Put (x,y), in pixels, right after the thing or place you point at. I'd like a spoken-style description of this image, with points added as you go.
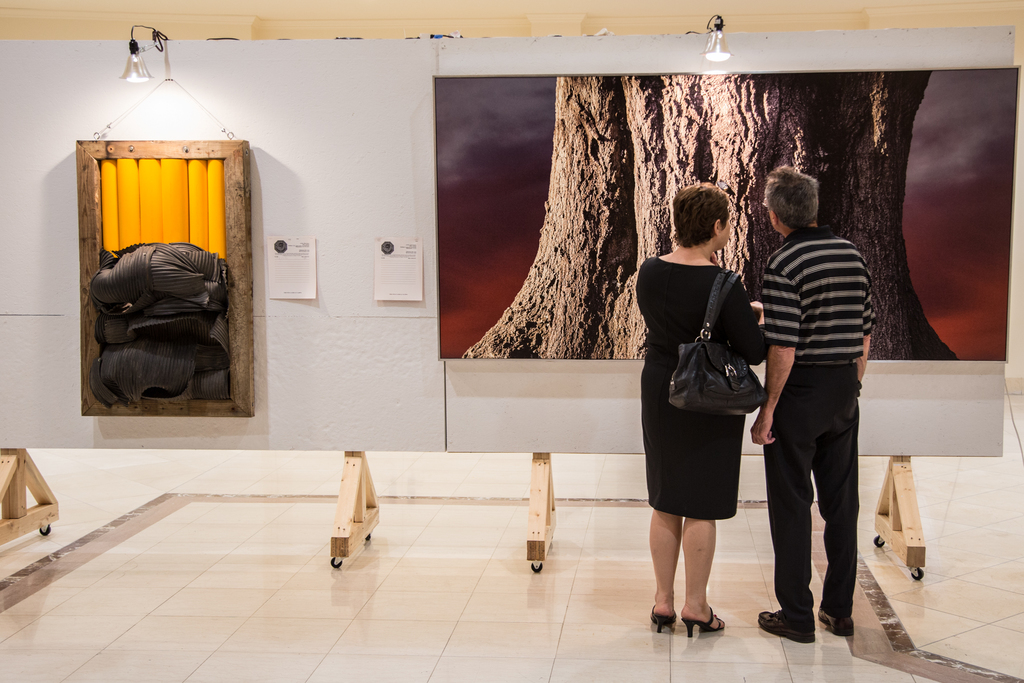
There is one man (791,429) and a woman (686,418) standing on the right side of this image (735,473) and we can see a wall (363,168) in the background (378,179). There is a poster (519,177) and some objects (212,231) are attached to it.
